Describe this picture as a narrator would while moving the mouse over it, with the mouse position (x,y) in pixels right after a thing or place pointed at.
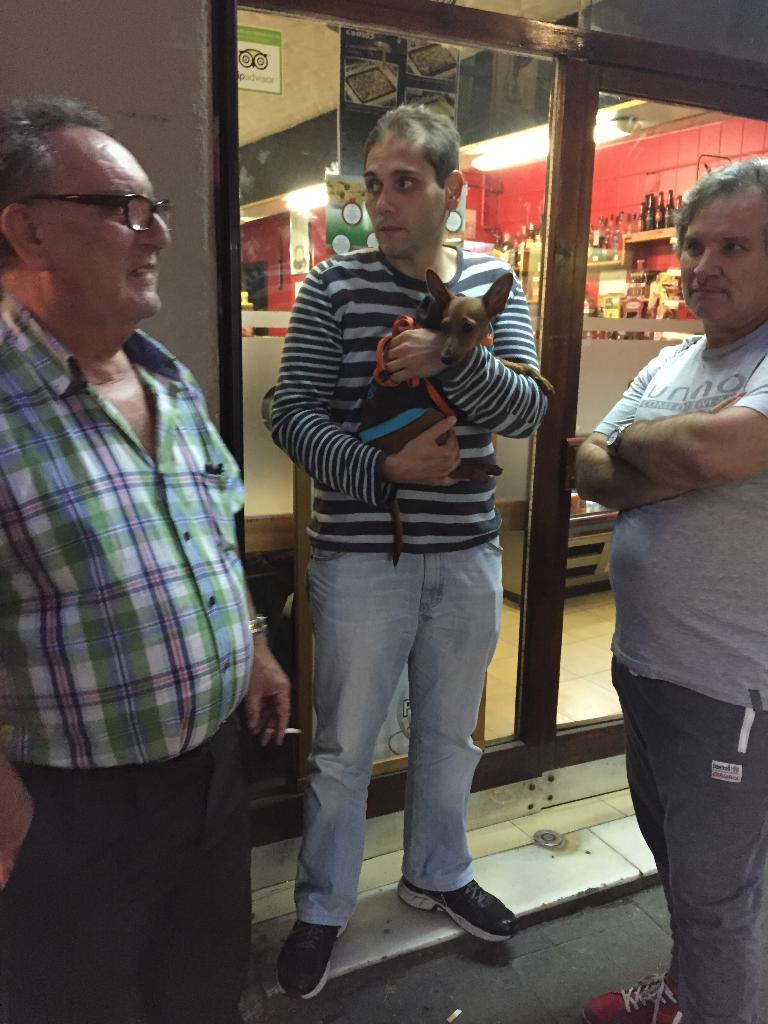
In this image there are three persons (753,604) standing in front of the store (630,247). Person (477,452) in the middle (291,383) holding a dog (411,417), he is wearing a black and white t shirt (366,355), blue jeans (373,612), and black shoes (489,907). Person (669,538) in the right side (731,462), he is wearing grey t shirt (718,521), grey trousers (713,812) with red shoes (621,1000). Person (130,636) in the left side (106,625), he is wearing check shirt (88,573), black trousers (120,771) and spectacles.
